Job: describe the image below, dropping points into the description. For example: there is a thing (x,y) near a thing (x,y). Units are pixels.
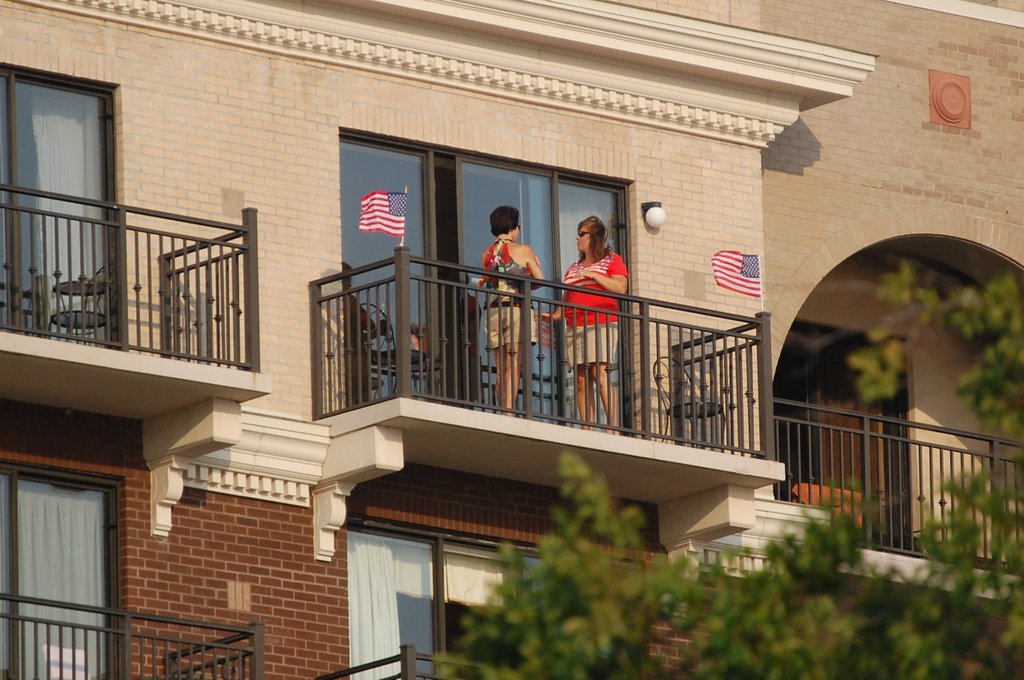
In this image we can see the buildings (999,96), flags (389,194), railing (212,263), windows (532,551) and also the tree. We can also see two women (581,246) standing.
